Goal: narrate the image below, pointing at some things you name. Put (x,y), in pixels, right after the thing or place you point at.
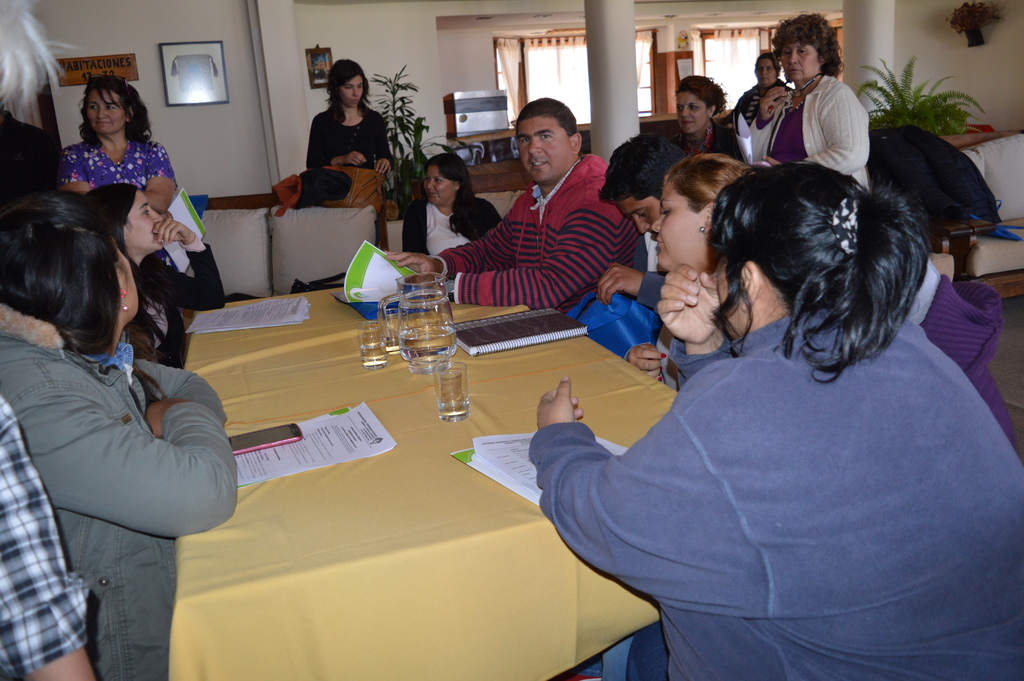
In this image I can see the group (535,167) sitting and some people (334,147) are standing. In front of these people (594,273) there is a table (399,402). On the table (486,394) there is a book (518,328), paper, glass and flask (419,331). There is a frame (215,91) and board (74,62) attached to the wall (375,99).
